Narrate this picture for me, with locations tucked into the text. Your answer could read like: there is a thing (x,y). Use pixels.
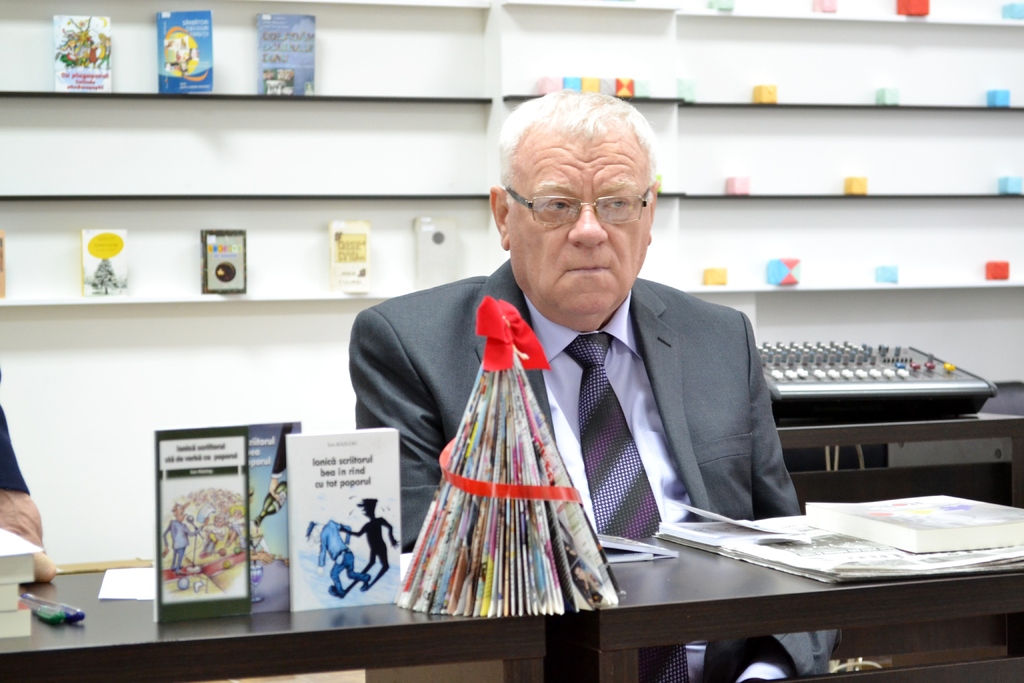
In this image I can see a man (517,228) is sitting and wearing a specs (549,212). Here on this table (113,613) I can see few books (290,460), pens (83,620) and few more stuffs (887,565). In the background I can see few more books (301,90).
